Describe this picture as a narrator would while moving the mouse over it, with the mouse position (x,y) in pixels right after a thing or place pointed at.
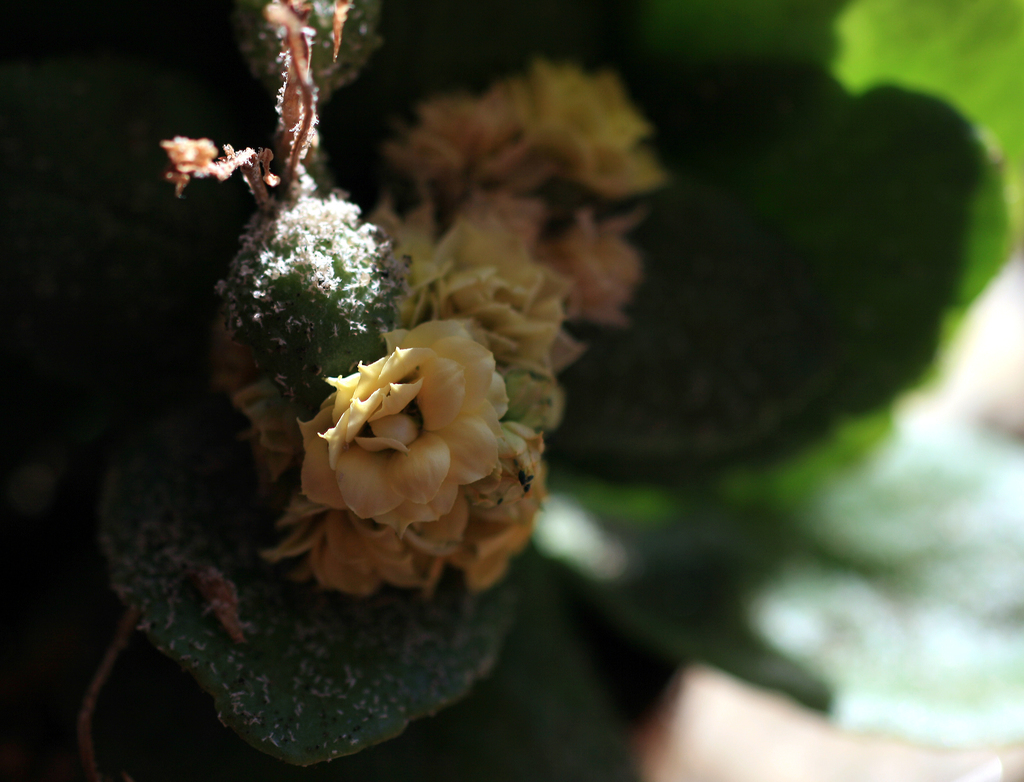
In the image there is a plant (532,182) with flowers (546,424). There is a blur image on the right side (874,486).
